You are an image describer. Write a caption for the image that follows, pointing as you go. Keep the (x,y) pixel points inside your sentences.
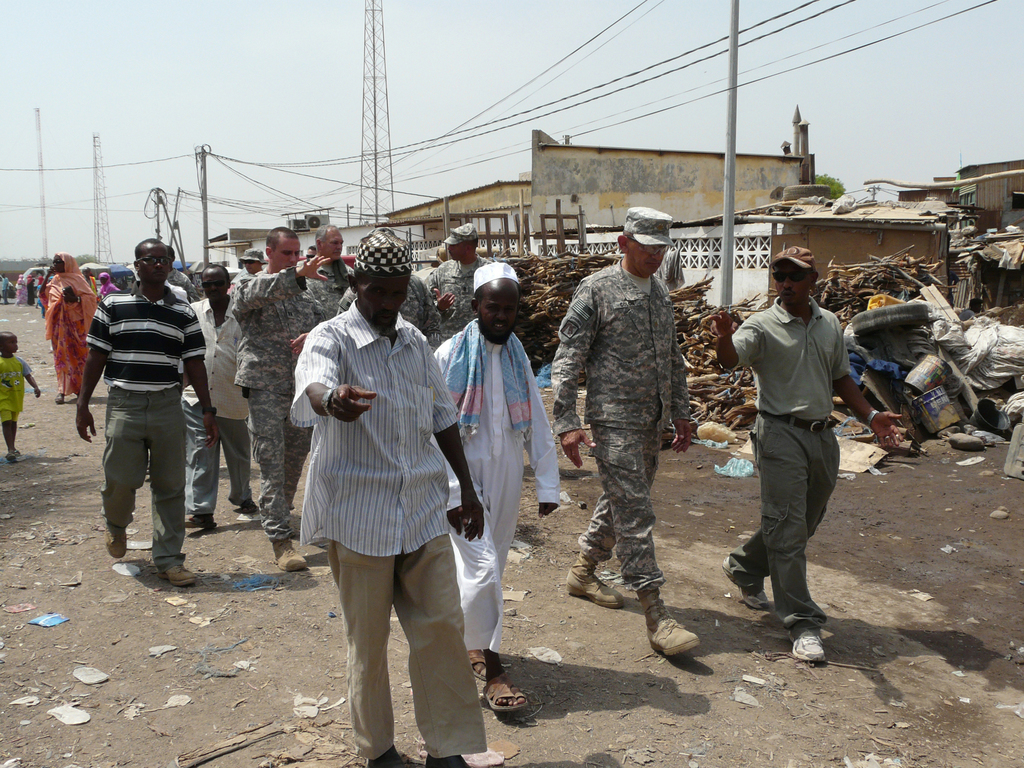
In the picture we can see some people (796,556) are walking on the path (50,543) of a street (39,549) and beside them, we can see some scrap (976,419) and poles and wires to it and in the background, we can see some buildings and behind it we can see some towers (38,151) and sky (342,22).
